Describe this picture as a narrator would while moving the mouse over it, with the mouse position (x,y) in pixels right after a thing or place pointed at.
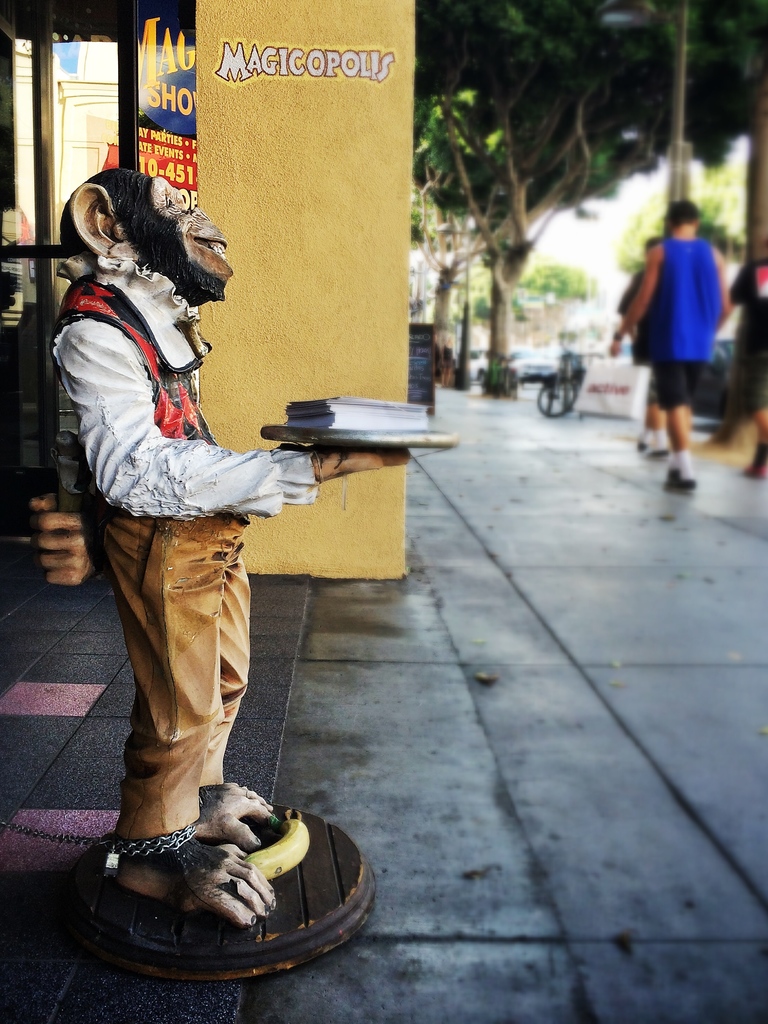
In this image there is a statue (224,660) of a monkey (277,471) standing and holding a plate (343,434) with papers (349,419) on it, and there is a shop (297,350), trees (487,95), three persons (651,375) walking, vehicles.
